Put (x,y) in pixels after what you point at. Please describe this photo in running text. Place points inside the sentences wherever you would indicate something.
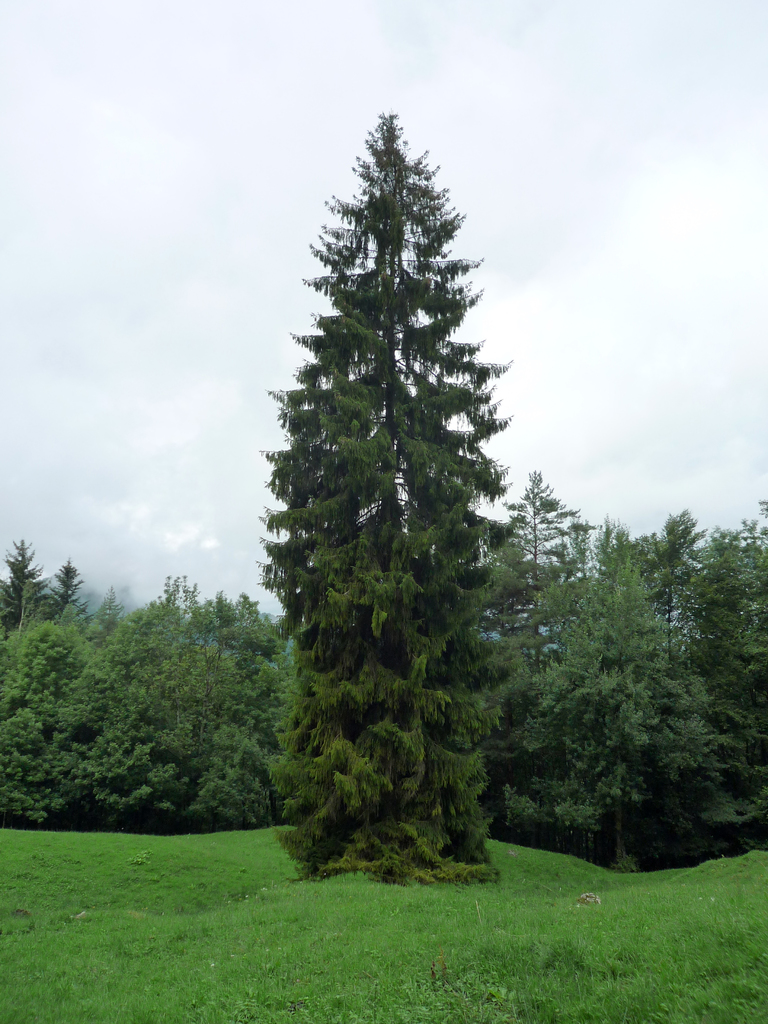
In this picture we can see trees (397,616) are there. At the bottom of the image (459,924) there is a ground (519,925). At the top of the image (272,150) clouds (274,232) are present in the sky (255,170).
